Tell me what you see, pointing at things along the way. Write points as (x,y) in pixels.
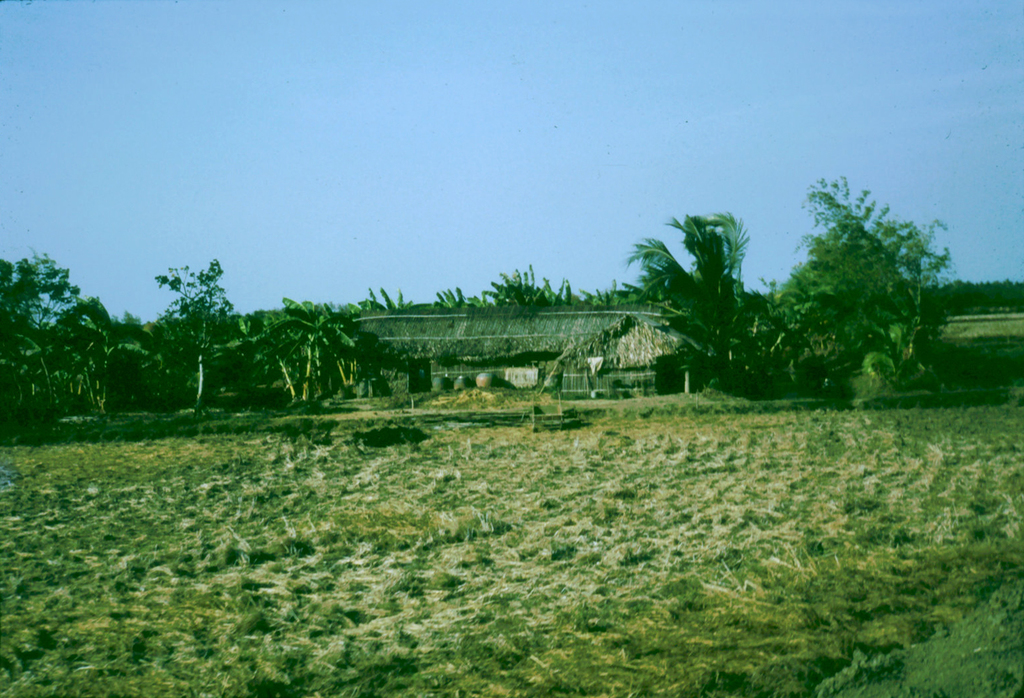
In this picture I can see trees (950,284) and I can see a house (515,367) and grass (512,520) on the ground (726,597) and I can see blue sky (381,162).
